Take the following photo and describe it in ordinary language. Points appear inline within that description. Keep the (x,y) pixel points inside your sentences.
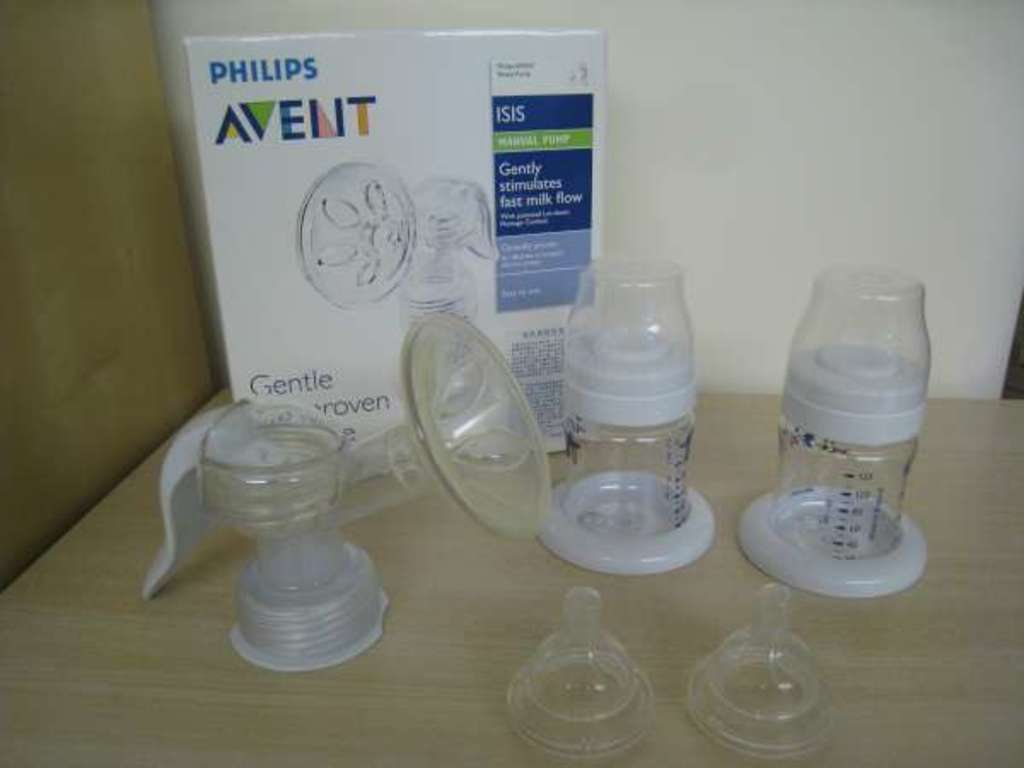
on the table (307,720) there are 2 plastic bottles (850,471), sippers (600,632) and box (298,189) on which Philips avent is written.
